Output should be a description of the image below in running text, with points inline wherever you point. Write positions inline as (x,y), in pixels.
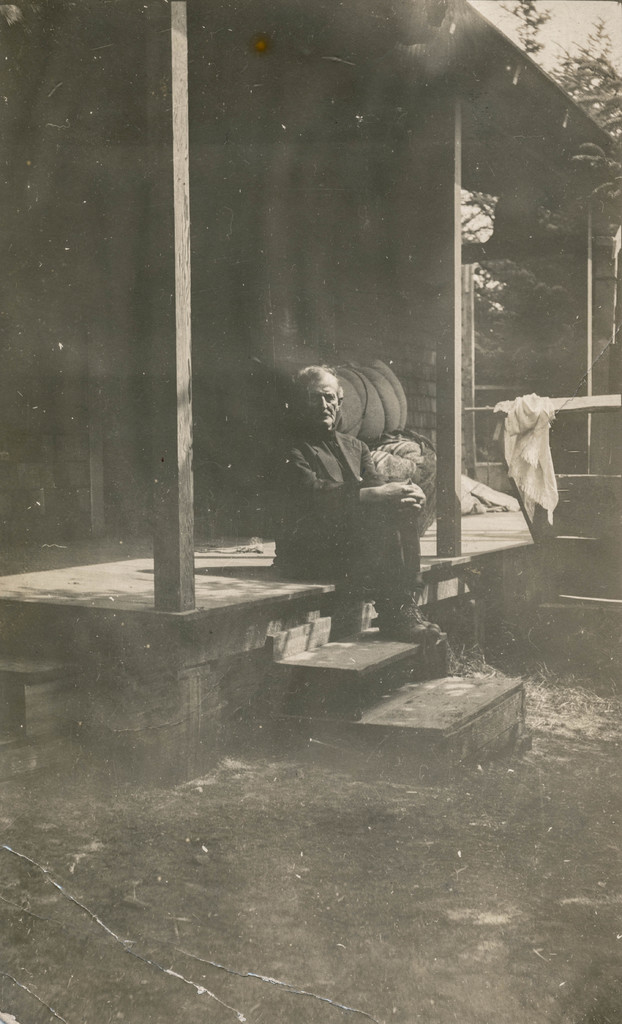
This is a black and white picture. Here we can see a man (377,475) sitting on the floor (250,582). Here we can see steps (380,672), ground (512,874), poles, wall (275,109), cloth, shade (283,7), trees (602,59), and sky (519,30).
